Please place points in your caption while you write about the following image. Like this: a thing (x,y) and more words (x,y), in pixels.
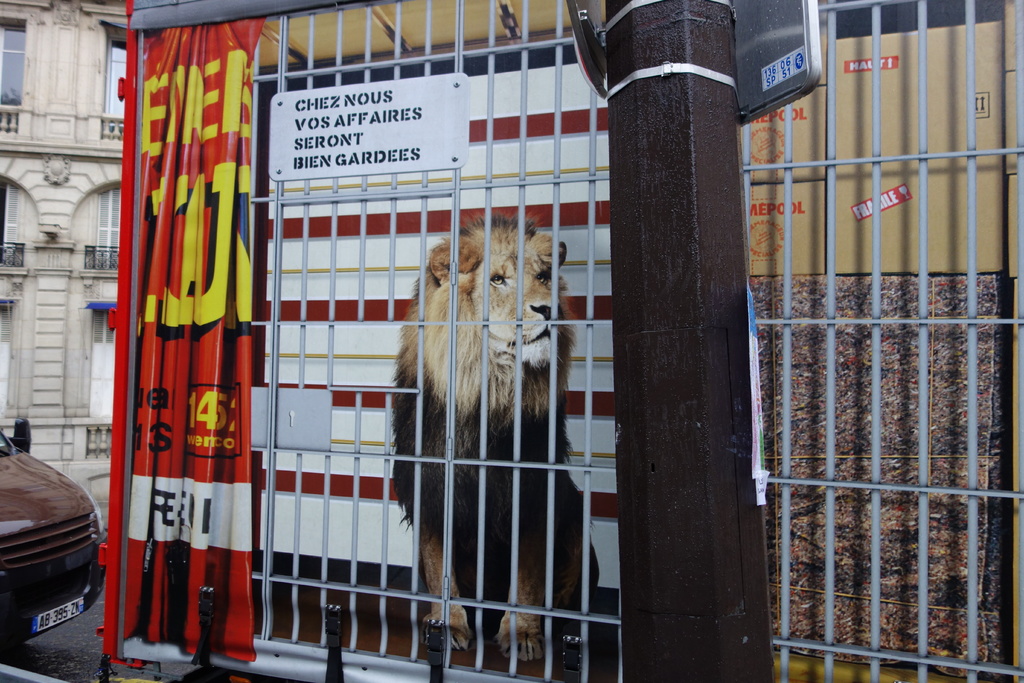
In this picture we can see a lion (495,369), board (398,157), banner (222,281), pole (634,466), carton box (917,211), and grill (785,379). There is a vehicle (70,614) on the road (80,658) and this is building (72,322).
